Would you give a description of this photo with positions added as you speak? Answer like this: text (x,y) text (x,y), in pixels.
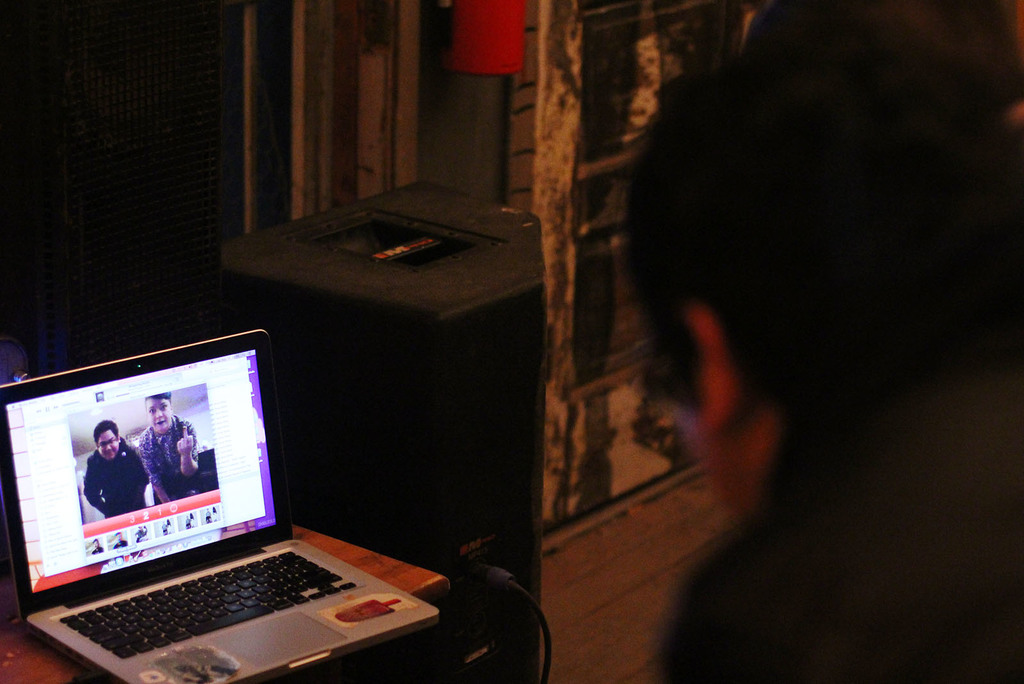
In the picture we can see a table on it we can see a laptop (18,570) which is opened and on the screen (47,506) we can see some person images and in front of the table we can see a person (985,438) sitting and beside the table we can see a music box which is black in color and beside it we can see a wall (537,124).
